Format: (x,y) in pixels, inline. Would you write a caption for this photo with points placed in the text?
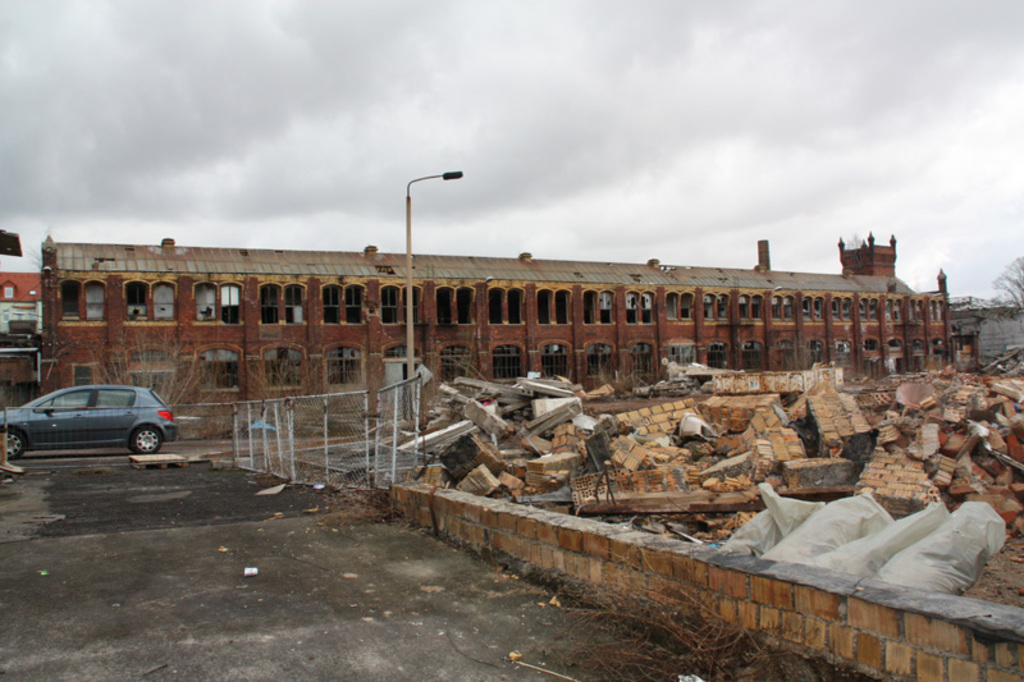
In the picture we can see a path (298,597) beside it we can see a fencing (405,443) and a pole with a light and near it we can see some demolished house walls (500,436) and bricks (628,487) and behind it we can see a building (108,345) which is very old and behind it we can see a sky (923,229) with clouds (810,198) and near to the building (72,385) we can see a car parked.
